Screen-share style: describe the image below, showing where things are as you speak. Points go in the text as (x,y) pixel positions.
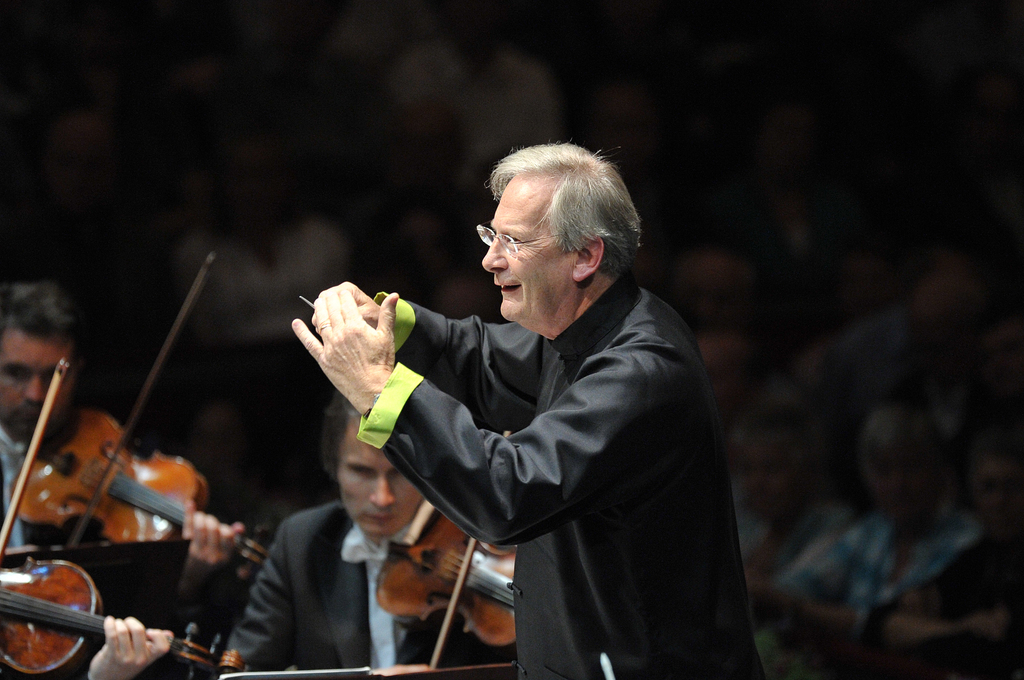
In this picture we can see man (564,297) wore spectacle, coat (517,432) and doing some sign and in the background (42,373) persons (31,397) playing violin (108,536) and group of persons (262,145) watching it.
